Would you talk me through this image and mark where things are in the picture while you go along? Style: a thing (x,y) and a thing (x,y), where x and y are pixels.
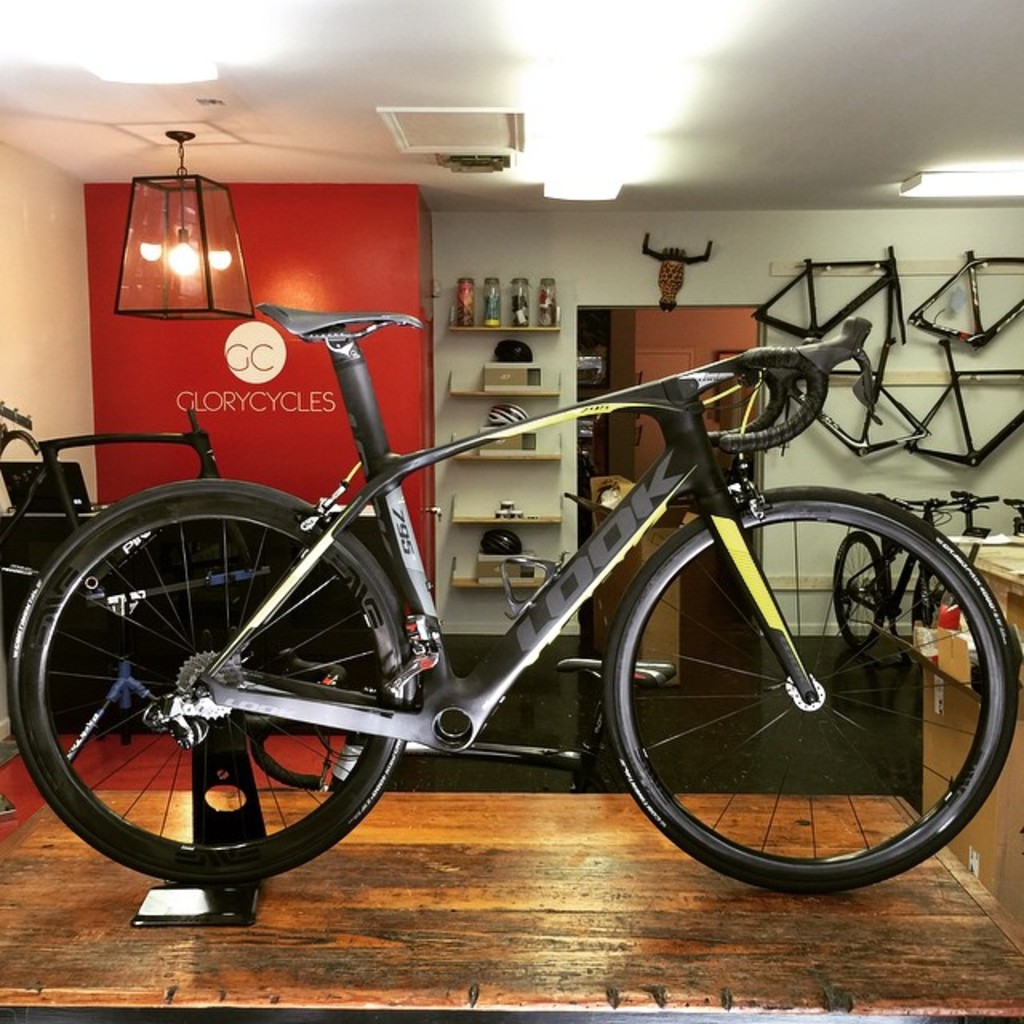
In this image I see a cycle (707,496), which is off white, black and green in color. In the background (414,369) I see the wall (46,273), few things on the racks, cycles (857,540), parts (1016,425) and the lights (1008,176).
